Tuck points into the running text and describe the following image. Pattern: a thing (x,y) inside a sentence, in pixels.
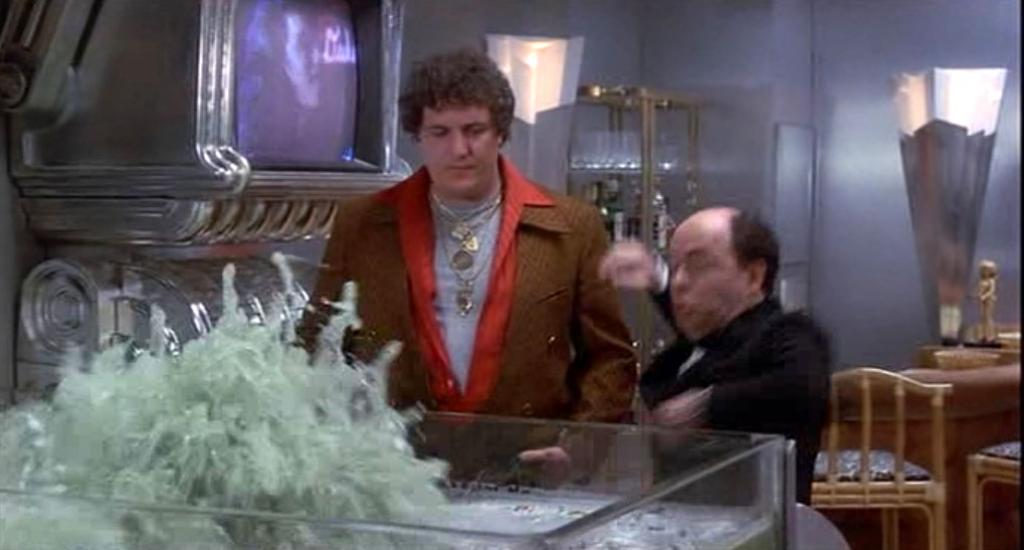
The photo is taken in a room (412,428). There are two persons (540,374) standing in front of a glass tub (697,455). This is a screen (311,152). behind the person (558,412) there is a rack (647,193) on that there are glasses (629,142) and bottles (655,207). On the right (912,476) there are some chairs (912,476).
